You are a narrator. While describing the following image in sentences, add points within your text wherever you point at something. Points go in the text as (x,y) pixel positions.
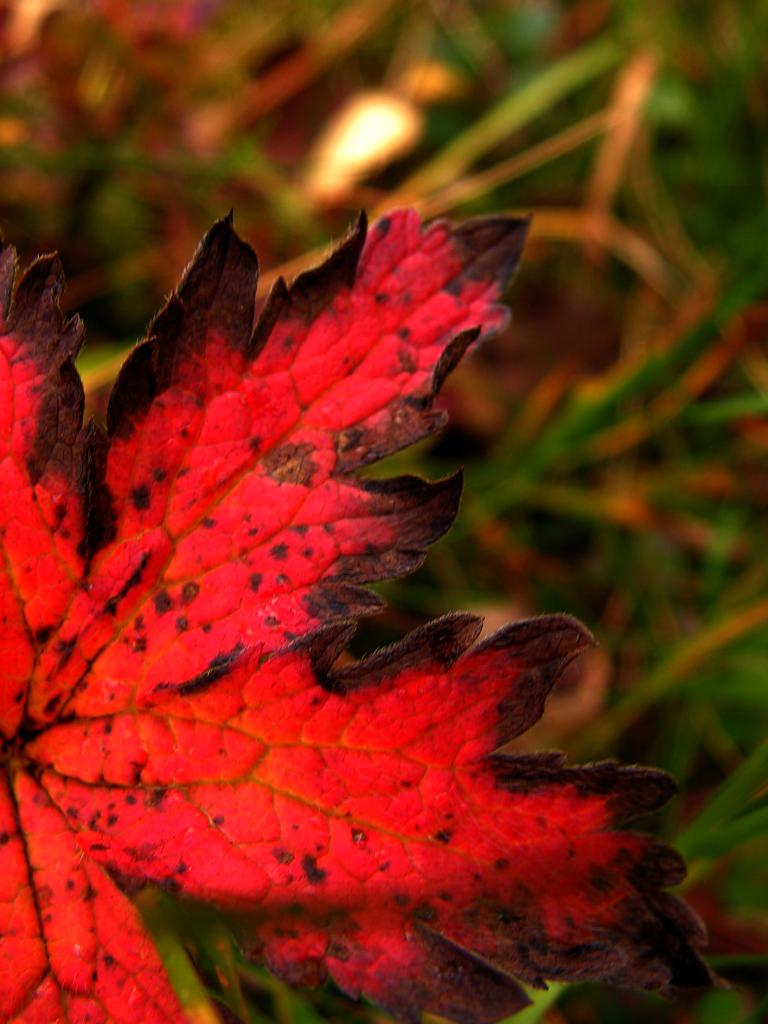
There is a red and black leaf (500,677) and the background of the leaf (446,503) is blur.
